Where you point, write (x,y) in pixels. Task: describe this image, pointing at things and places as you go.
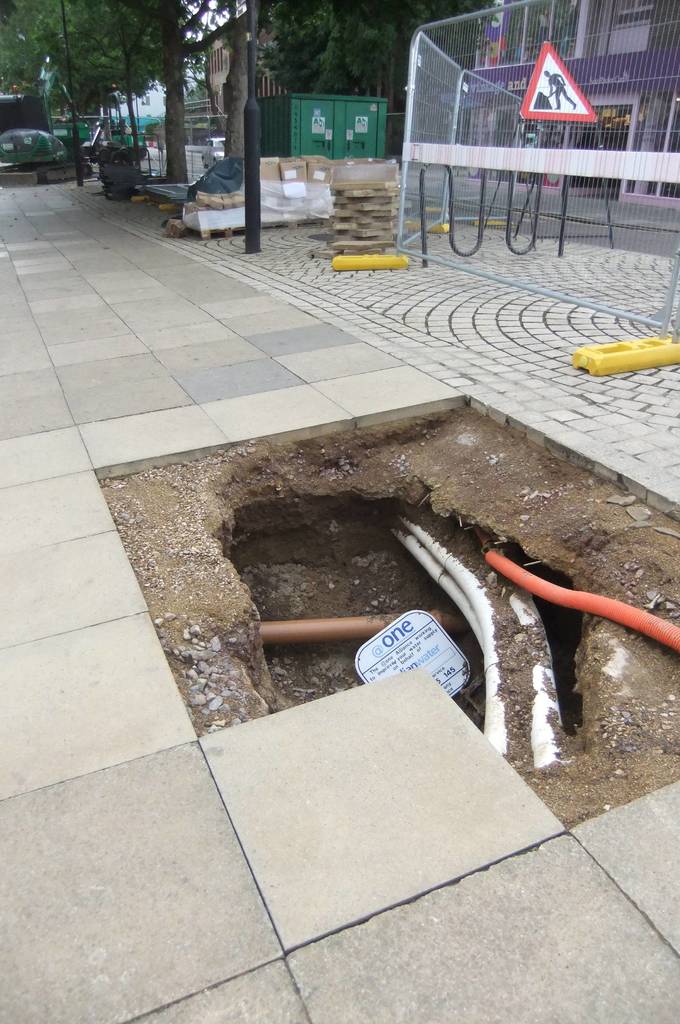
There is a sidewalk (135,375). On that there is a hole (332,577). Inside that there are pipes (475,615) and a board (398,655). On the side there is a fencing (557,152) and a sign board (541,97). In the back (257,34) there are trees (239,56), boxes (281,170), buildings (521,60) and many other things (253,173).
